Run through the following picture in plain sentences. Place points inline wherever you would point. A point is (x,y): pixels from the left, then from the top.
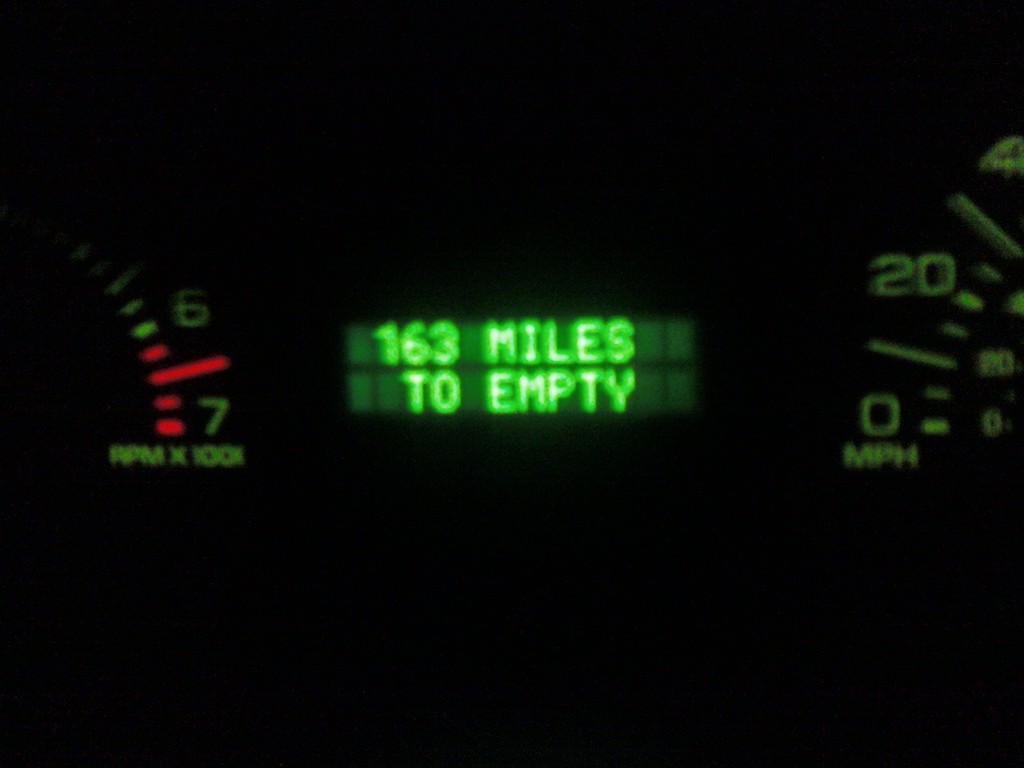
As we can see in the image there is speedometer (973,170).
